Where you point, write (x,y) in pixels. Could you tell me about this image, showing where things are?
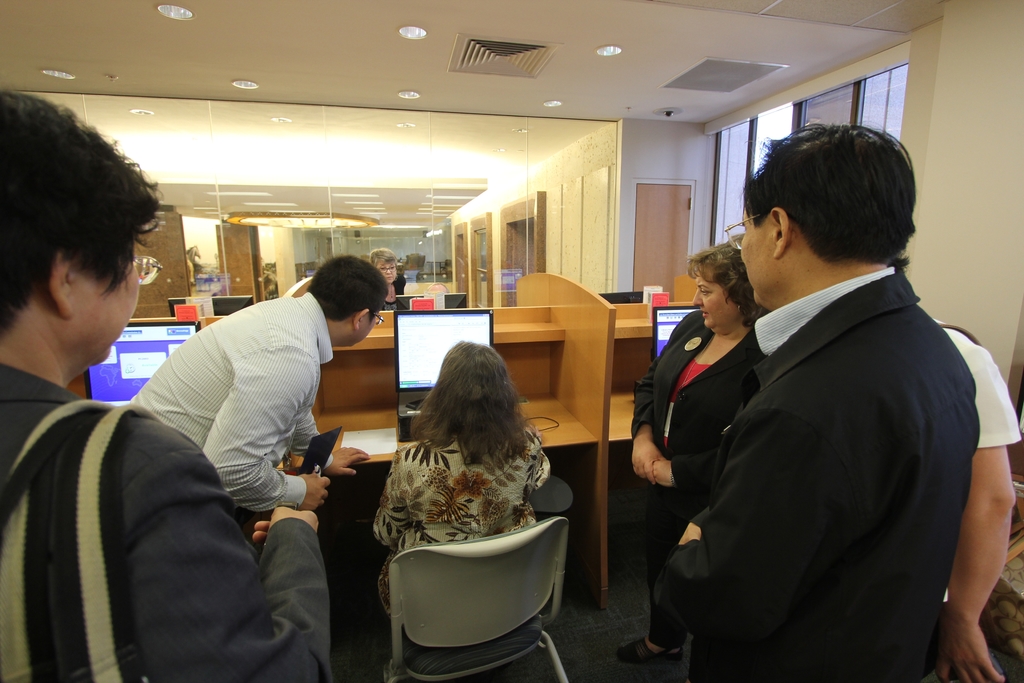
At the bottom of the image (165,647) few people (736,269) are standing and watching. In the middle of the image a woman (497,446) is sitting. Behind her there is a table (572,400), on the table (613,398) there are some screens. Behind the table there is a glass wall (256,108). At the top of the image (611,116) there is ceiling (929,2) and lights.
